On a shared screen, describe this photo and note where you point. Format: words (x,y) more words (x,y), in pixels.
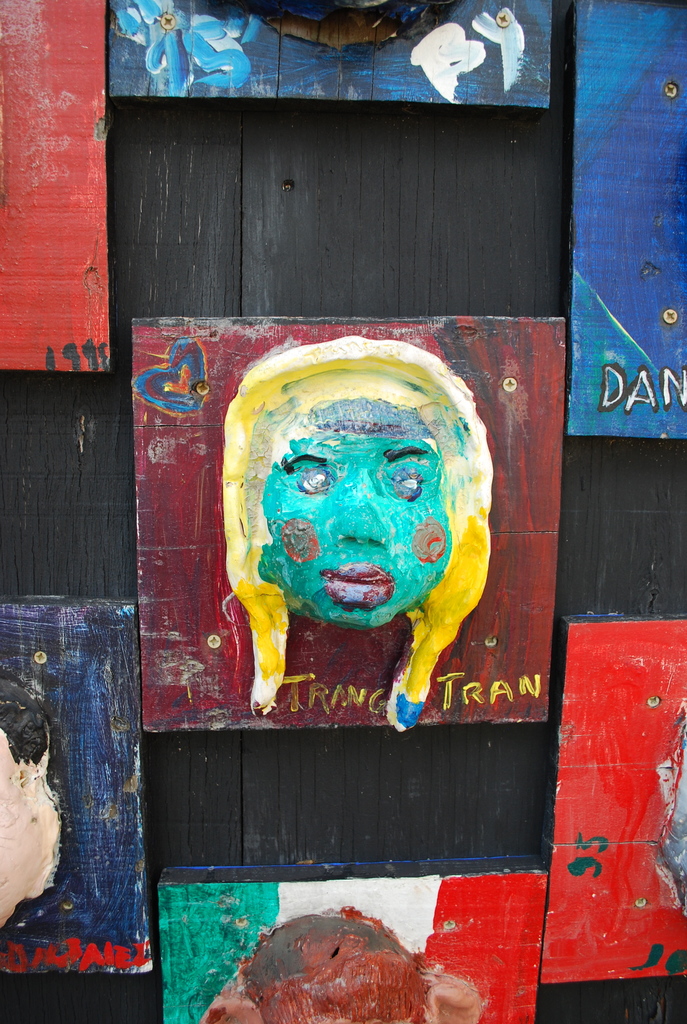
There is a black wall (161,270). On that there are many paintings (297,590).
